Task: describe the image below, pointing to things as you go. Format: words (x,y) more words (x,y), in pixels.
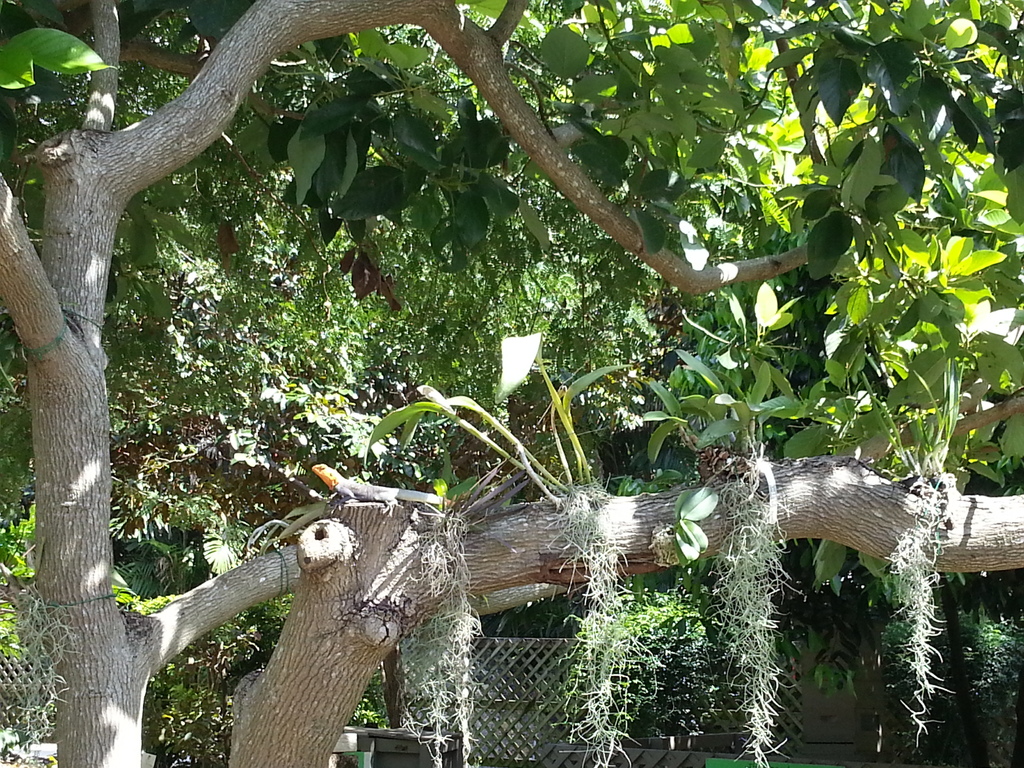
This looks like a lizard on a tree branch (354,515). These are the trees (262,324) with branches (59,225) and leaves (1012,186). At the bottom of the image (537,672), I think this is a fence (486,693).
